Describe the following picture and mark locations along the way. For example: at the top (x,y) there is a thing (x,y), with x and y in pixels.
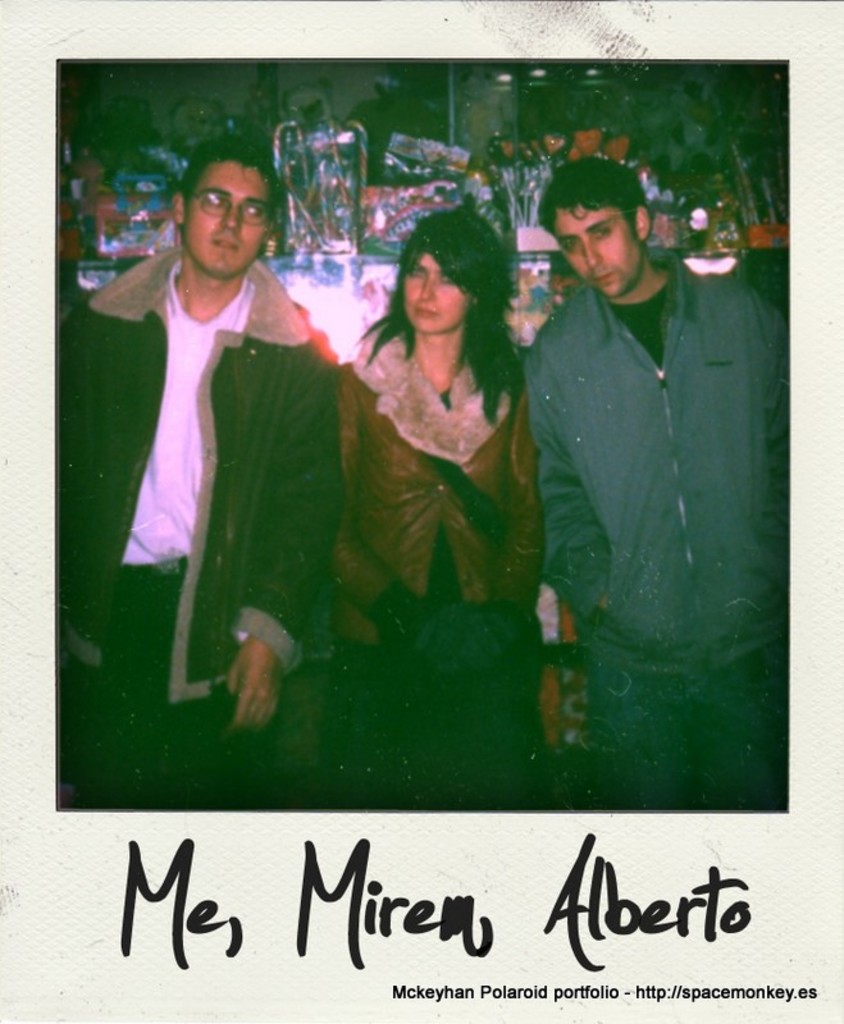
This is an edited image. In the center of the image (315,473) there are three persons (321,485) standing. In the background of the image (293,216) there are objects (390,146). At the bottom of the image (129,903) there is some text (129,903).
